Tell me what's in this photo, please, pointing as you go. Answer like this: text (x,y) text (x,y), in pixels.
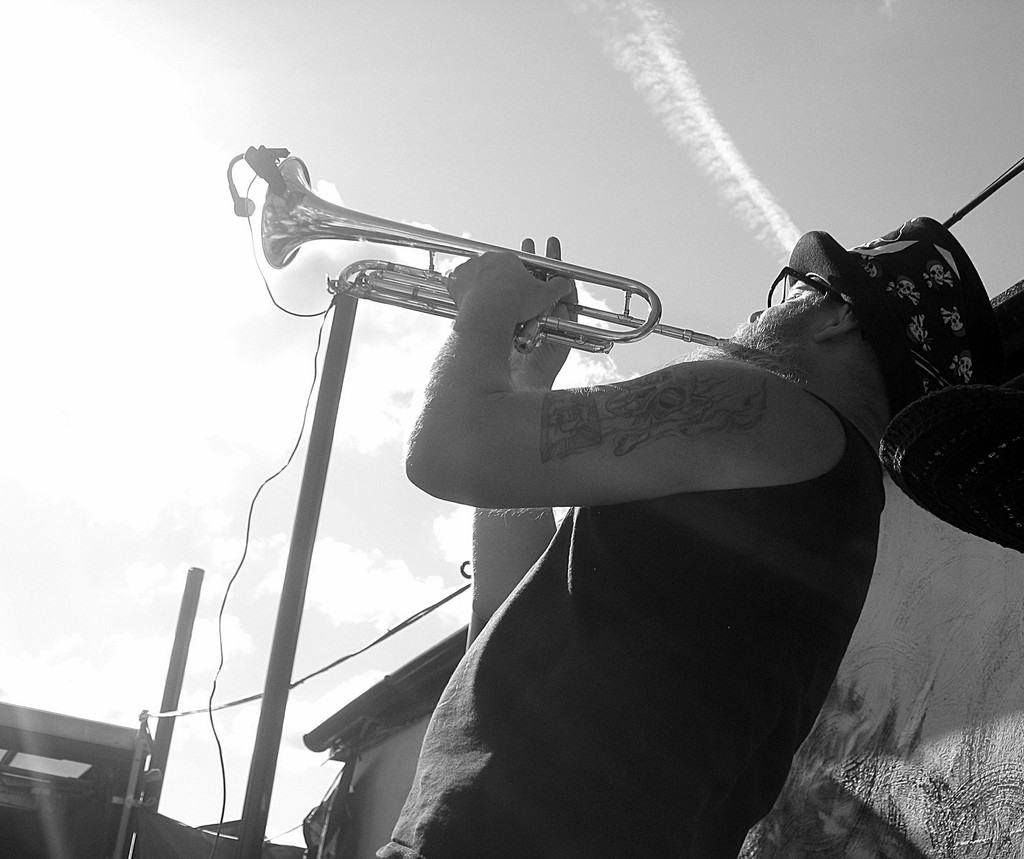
In this picture there is a man (708,490) playing a musical instrument (541,348), behind him we can see a wall (964,644) and we can see poles (252,849), wires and objects (105,815). In the background of the image (194,483) we can see the sky (170,289).
